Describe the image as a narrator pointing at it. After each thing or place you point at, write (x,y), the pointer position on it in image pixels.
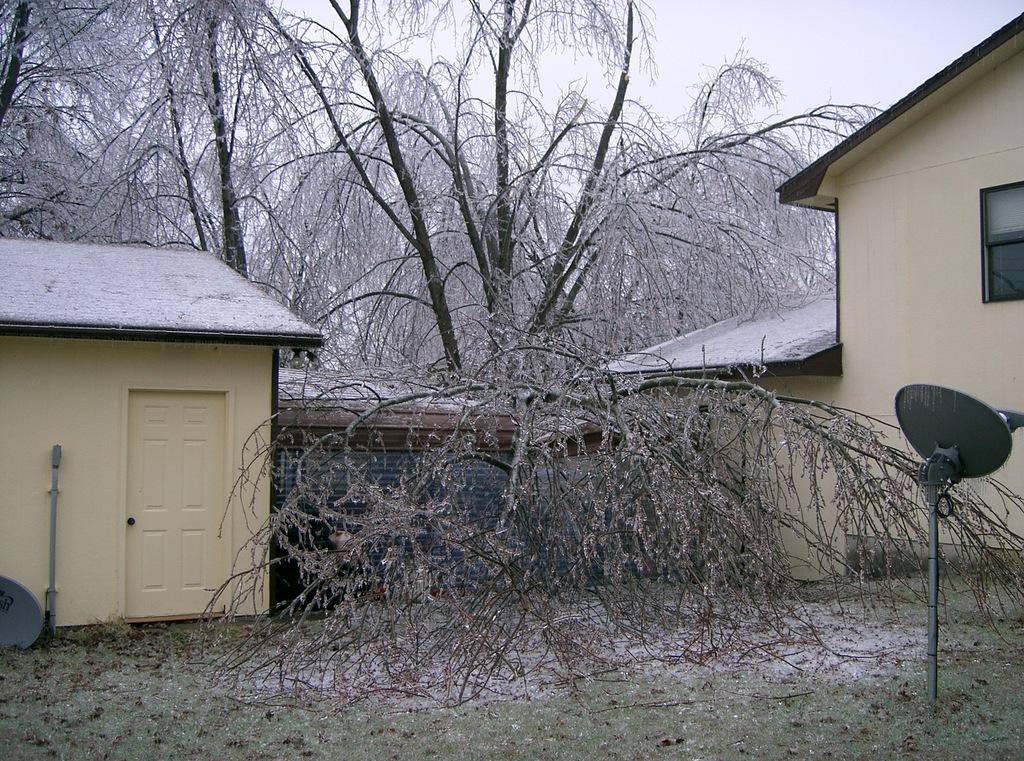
In this image I can see two buildings (145,432) in cream color, dried trees (364,570) and sky (878,38) in white color.
